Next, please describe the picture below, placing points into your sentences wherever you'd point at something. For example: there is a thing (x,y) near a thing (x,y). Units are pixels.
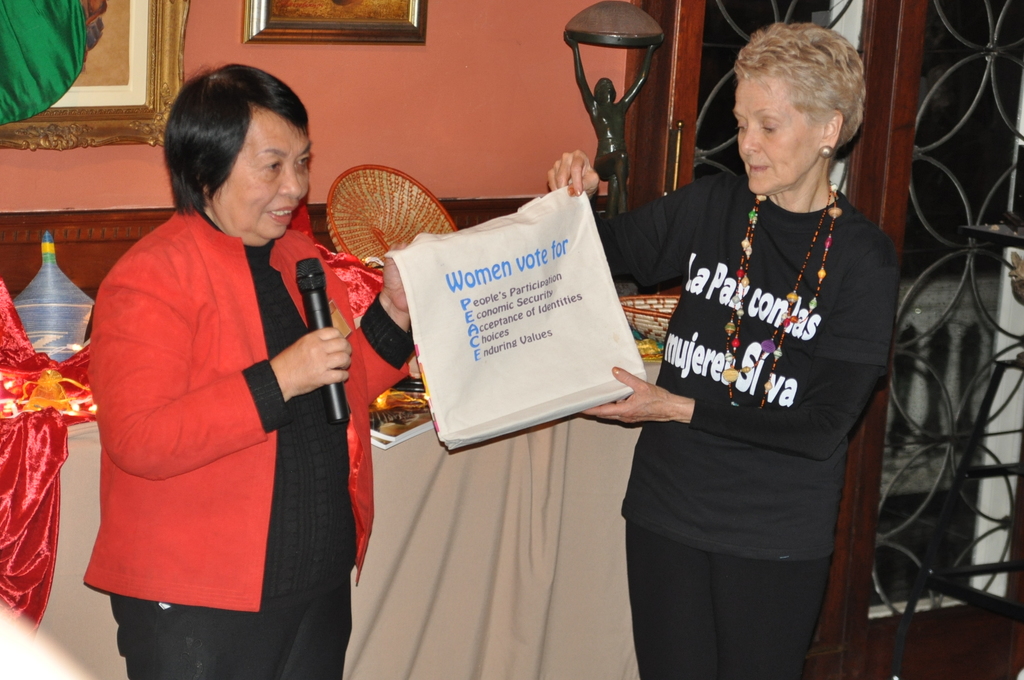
In the front of the image (245,463) two women (244,458) are standing and holding a poster (588,299). Among them one person (237,189) is also holding a mic (313,289). In the background of the image (285,16) there are pictures (250,29), statue (590,27), table (620,455), grille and objects (648,294).
